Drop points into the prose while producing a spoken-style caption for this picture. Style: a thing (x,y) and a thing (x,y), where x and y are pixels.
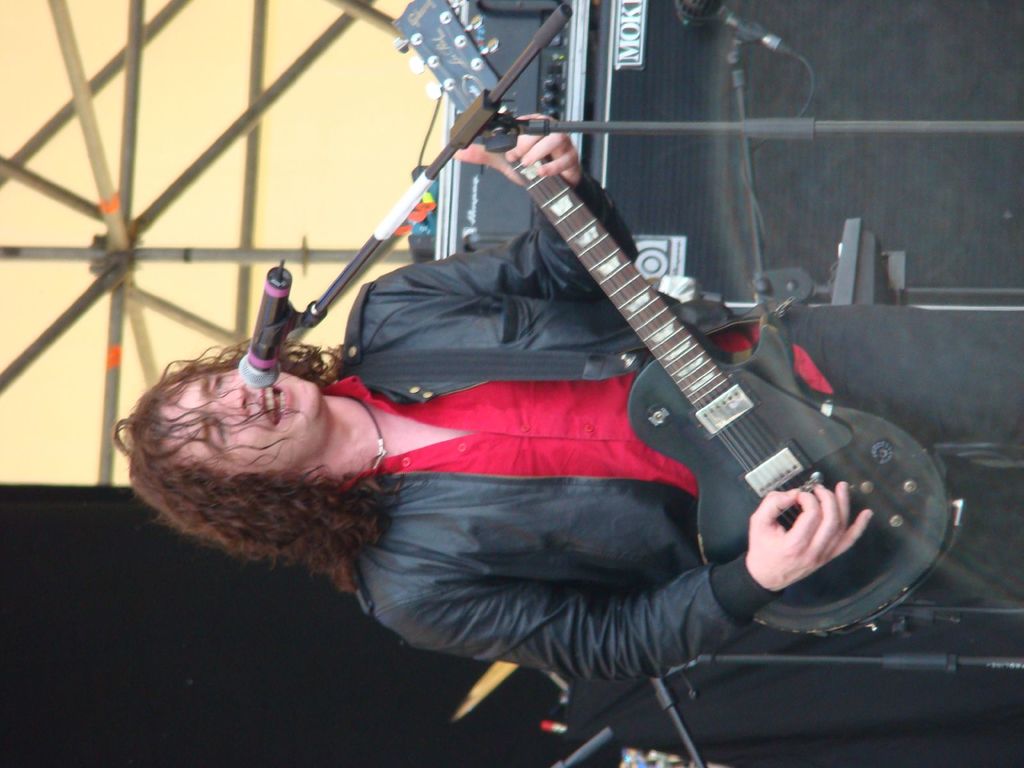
This person (336,388) is playing guitar (599,284) and singing in-front of this mic (265,335). This is an electrical device (470,189).
